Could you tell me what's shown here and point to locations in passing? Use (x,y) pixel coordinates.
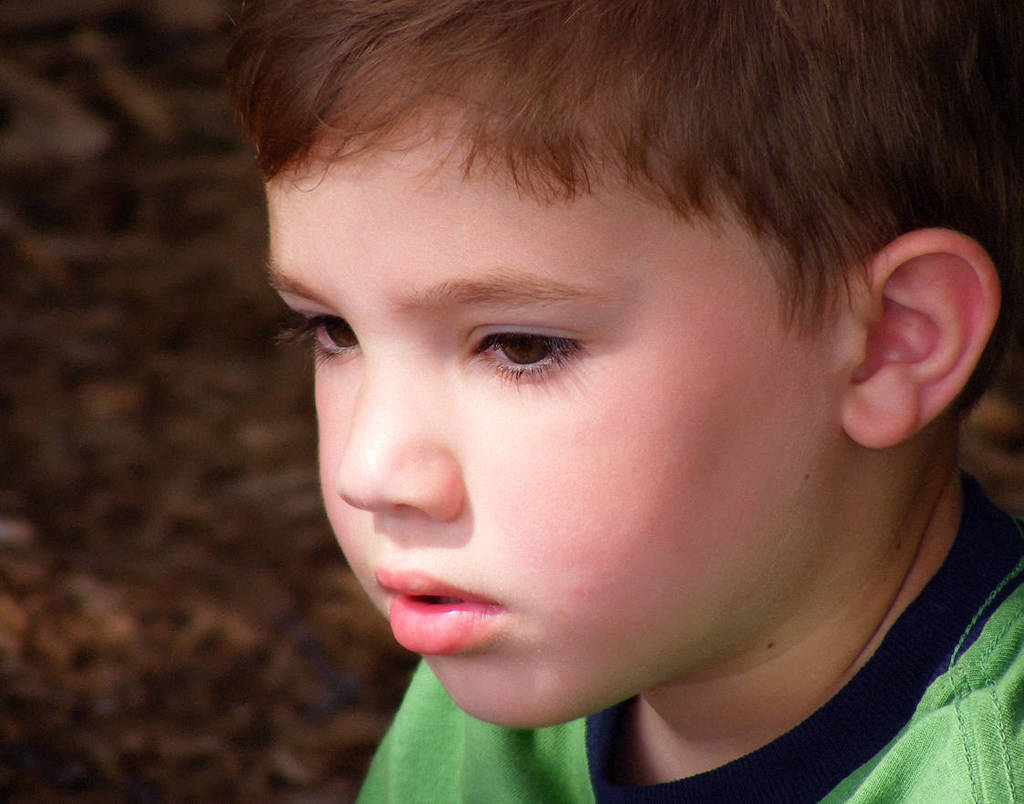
In this image we can see a boy (678,403).
